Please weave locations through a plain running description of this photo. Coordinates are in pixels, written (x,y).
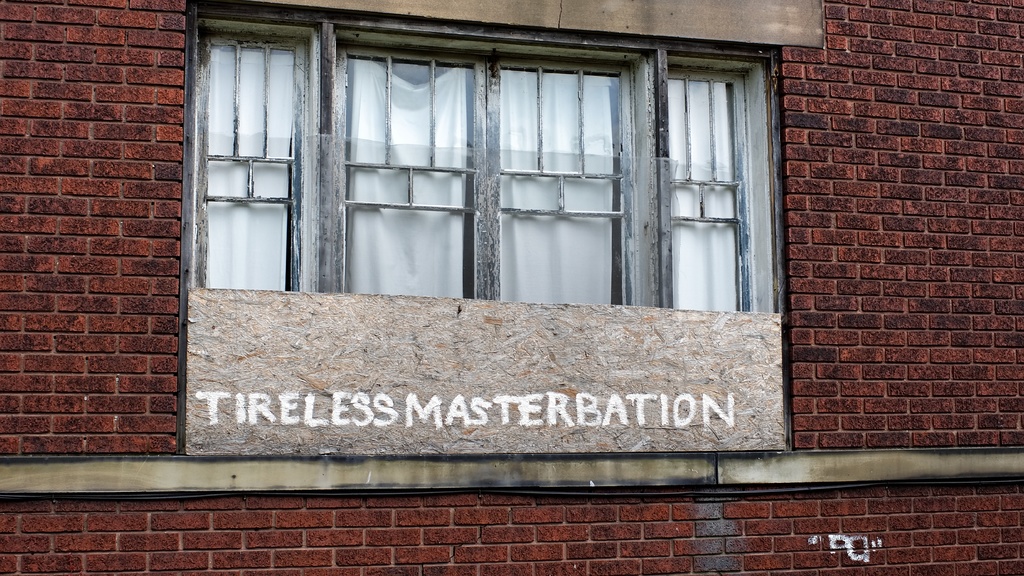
In this image, we can see brick walls (165,381), glass windows (441,277) and board (640,377). On the board (515,412) we can see some text (551,415). Through the glass (618,233) we can see curtains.
